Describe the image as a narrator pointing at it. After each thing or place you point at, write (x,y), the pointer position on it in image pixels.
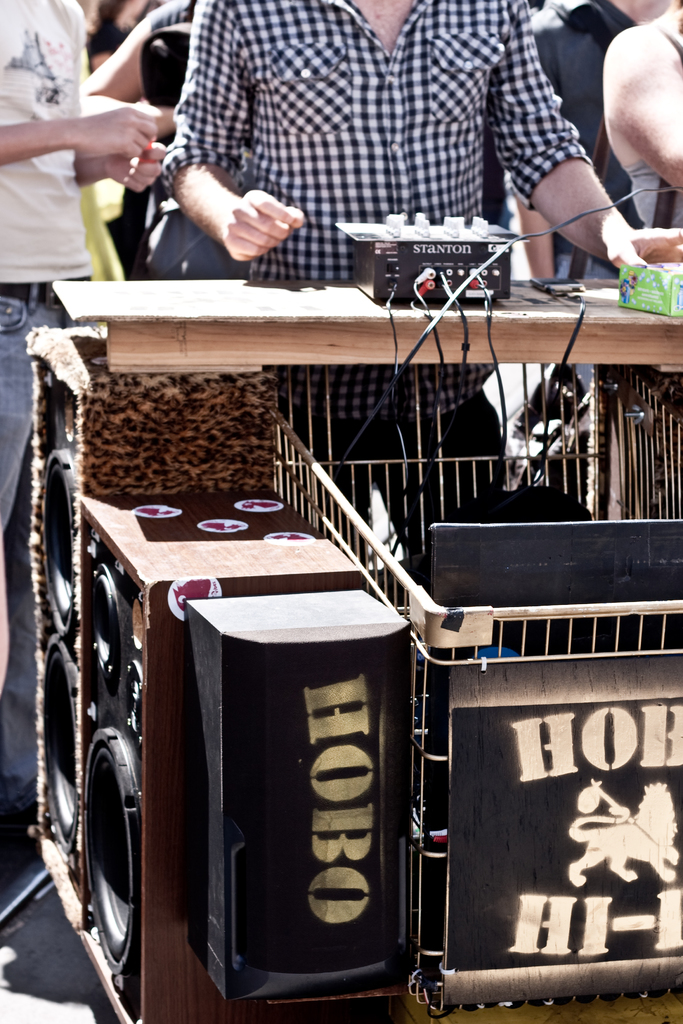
Here a man (650,260) is standing, he wore a black and white checks shirt (340,124). These are the speakers (254,821).
